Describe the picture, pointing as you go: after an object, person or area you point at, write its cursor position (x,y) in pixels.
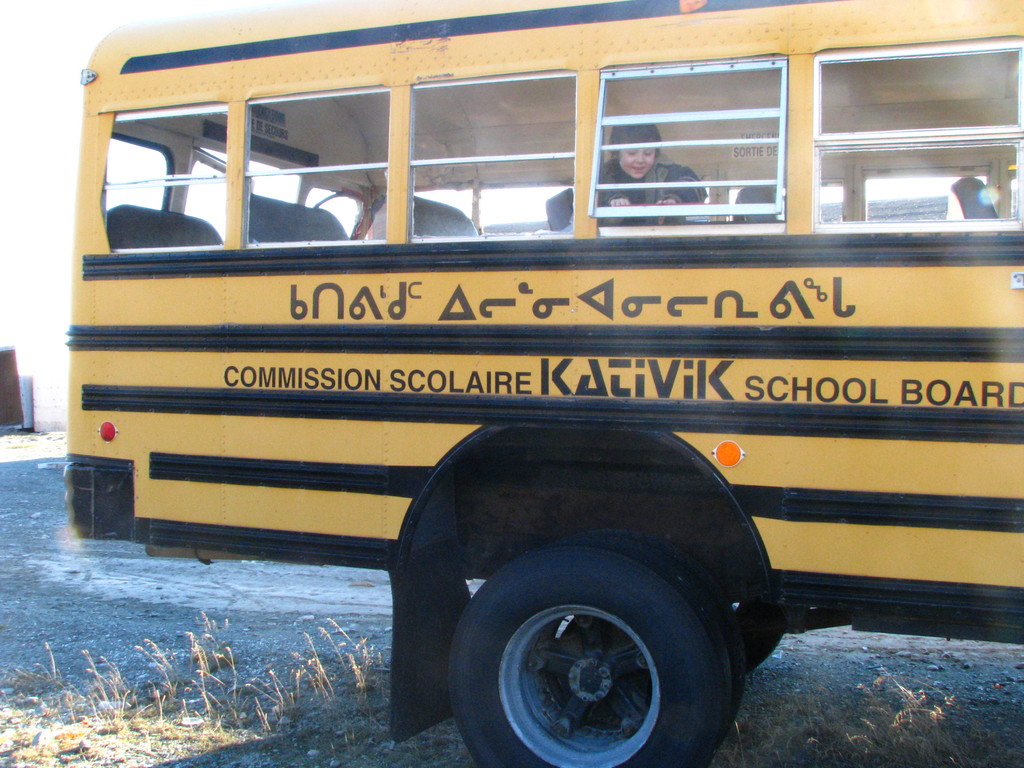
In this picture we can see a girl (690,176) inside a school bus (274,313). At the bottom portion of the picture (156,719) we can see grass (156,719) and tiny plants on the road (249,637).
